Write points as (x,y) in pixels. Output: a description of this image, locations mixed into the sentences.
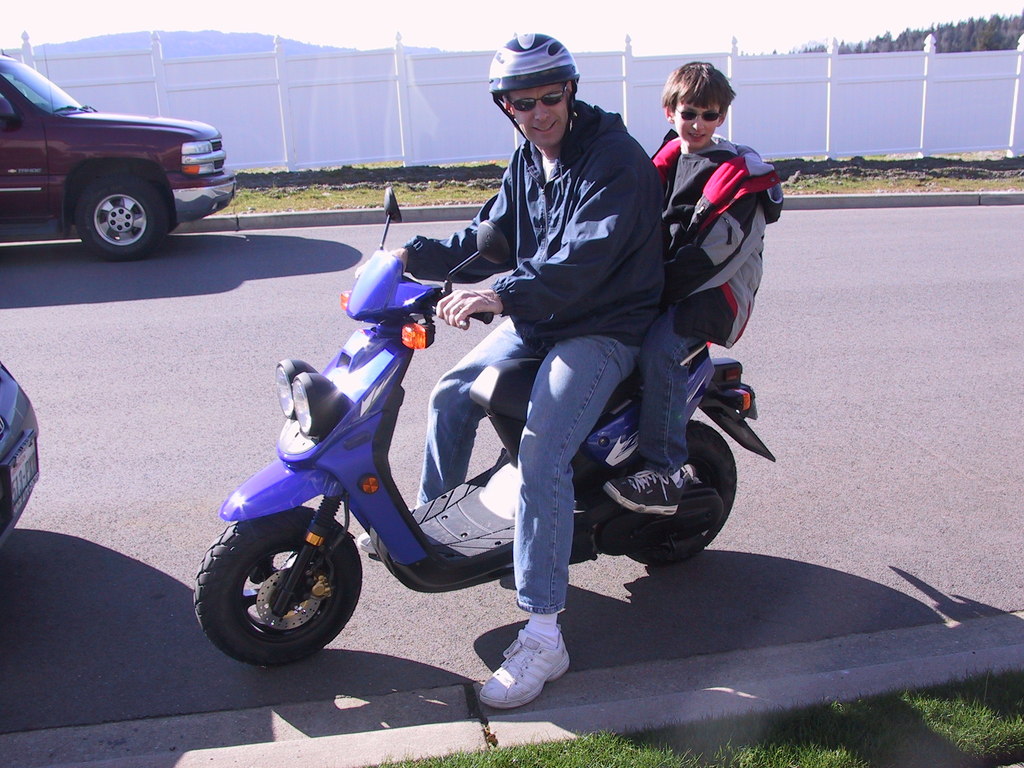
In this image in the center (584,419) there are persons (571,364) sitting on bike (598,441) and smiling and there is a man (539,348) holding handle (431,309) of the bike (411,316), wearing a silver colour helmet (526,75) and smiling. On the left side (97,237) there are cars (198,153) parked on the road (55,320). In the background (337,98) there is a white colour fence (875,109) and there are trees (917,33) and the sky (410,17) is sunny.
